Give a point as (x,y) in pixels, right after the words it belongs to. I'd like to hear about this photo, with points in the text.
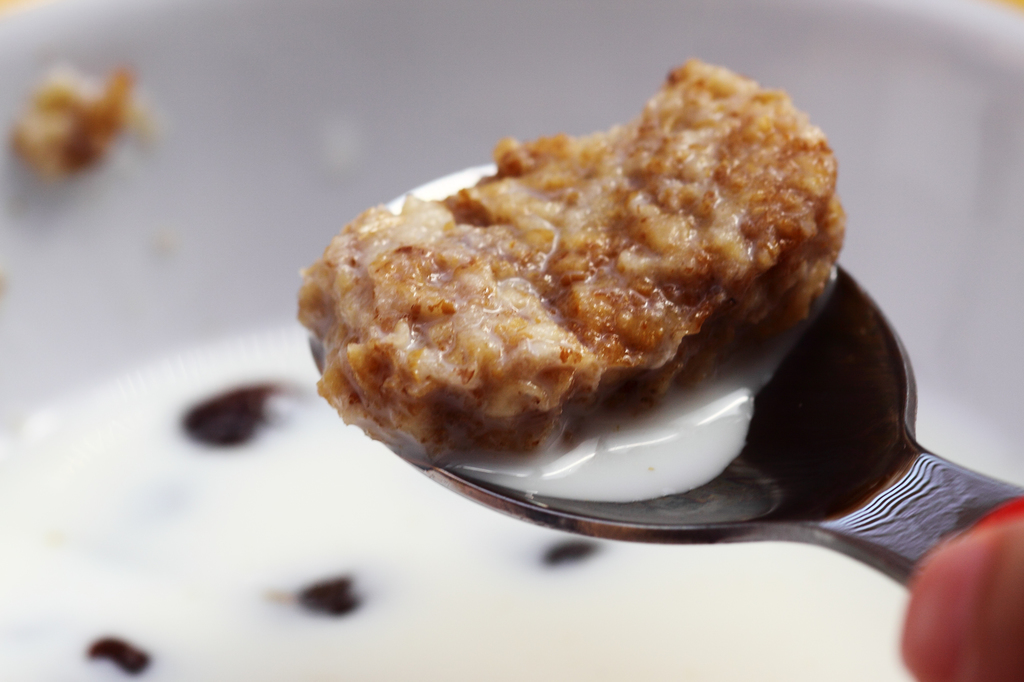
In this image I can see a white colored bowl (286,139), a silver colored spoon (777,444) and a person (1015,643) holding the spoon (946,526). In the spoon (976,512) I can see a brown colored food item (531,402) and white colored liquid (650,417).
